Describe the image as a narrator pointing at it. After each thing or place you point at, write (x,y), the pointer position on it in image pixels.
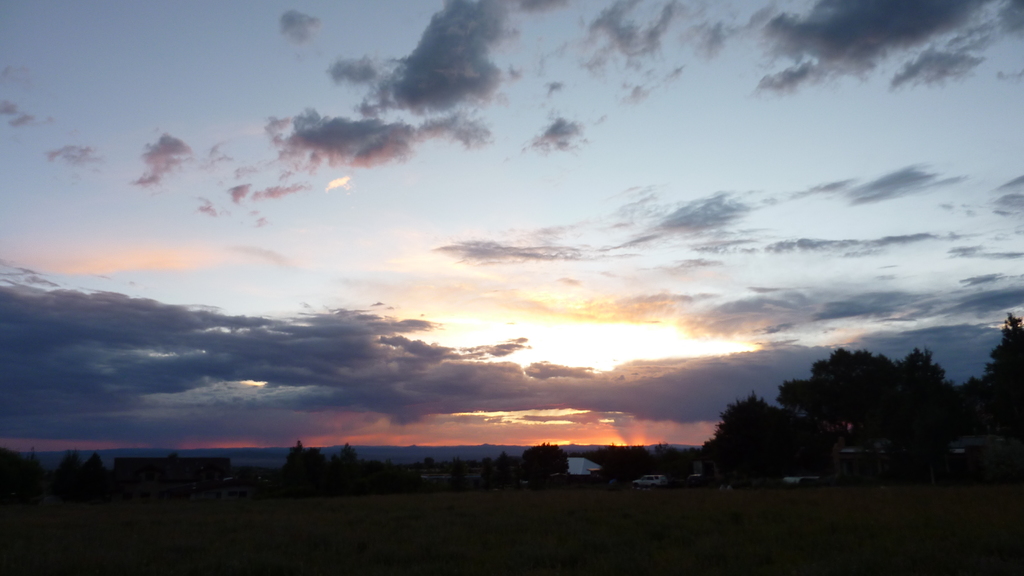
In this image, we can see trees (989,388), buildings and there are vehicles (810,478) on the ground (715,506). At the top (484,158), there are clouds (259,342) in the sky (274,220) and we can see sunset (488,358).
